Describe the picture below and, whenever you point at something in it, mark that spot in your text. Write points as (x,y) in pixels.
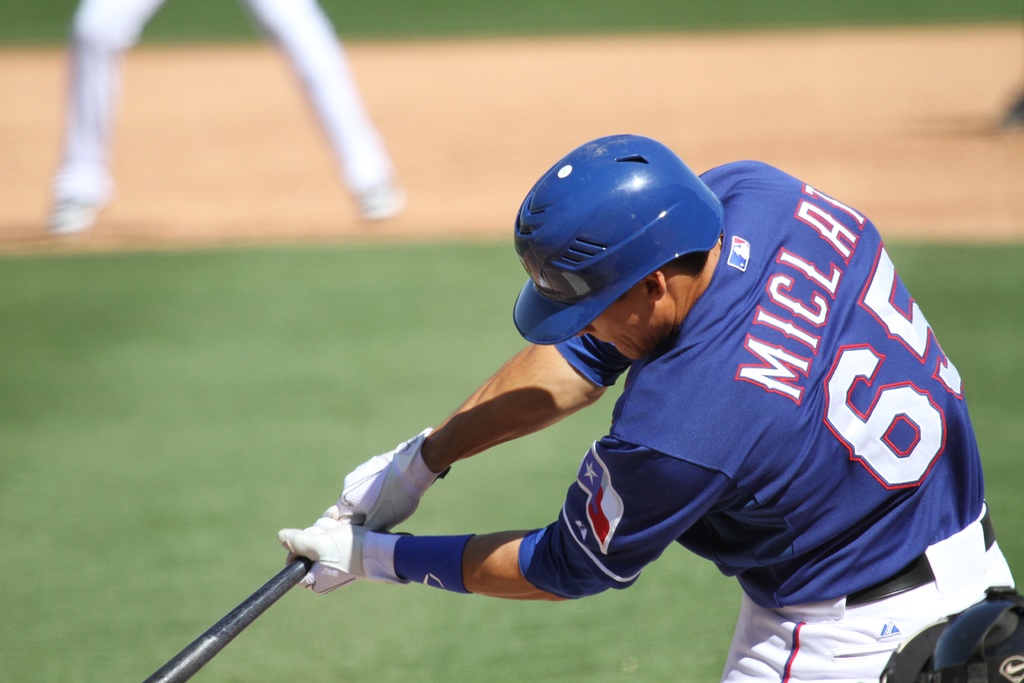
This is the man (773,620) holding a baseball bat (194,651) and standing. He wore a helmet (588,253), glove (403,496), hand band (407,541), T-shirt (866,560) and trouser (837,649). In the background (84,26), I can see a person's legs (370,208). This looks like a grass (163,411).
